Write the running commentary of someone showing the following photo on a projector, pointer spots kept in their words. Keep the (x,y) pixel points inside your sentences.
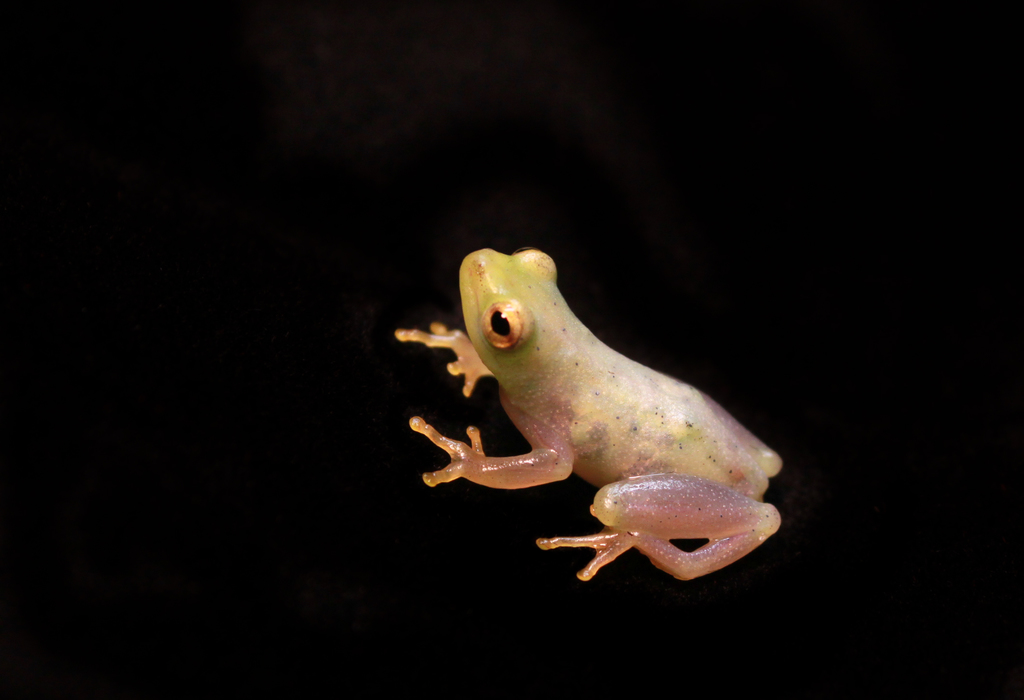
In this image we can see a frog (487,319), and the background (2,239) is dark.
